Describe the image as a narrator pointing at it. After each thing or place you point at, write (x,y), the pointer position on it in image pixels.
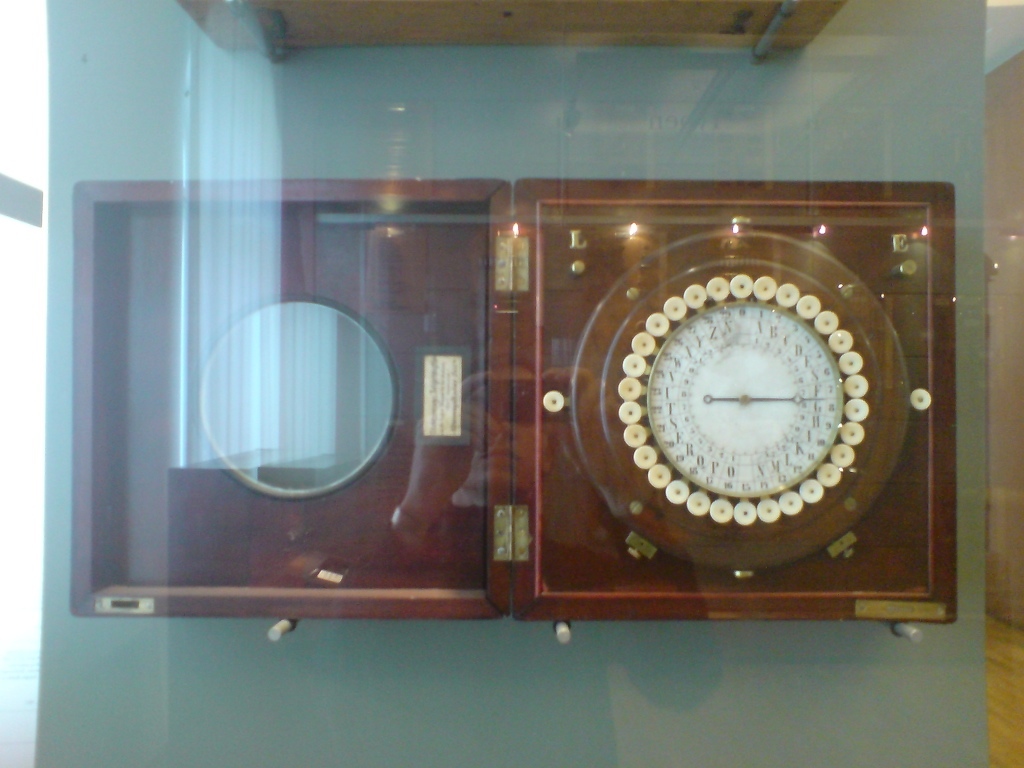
In this image I can see the clock (863,376) attached to the gray color surface (598,120). In front (513,617) I can see the glass (662,151).
